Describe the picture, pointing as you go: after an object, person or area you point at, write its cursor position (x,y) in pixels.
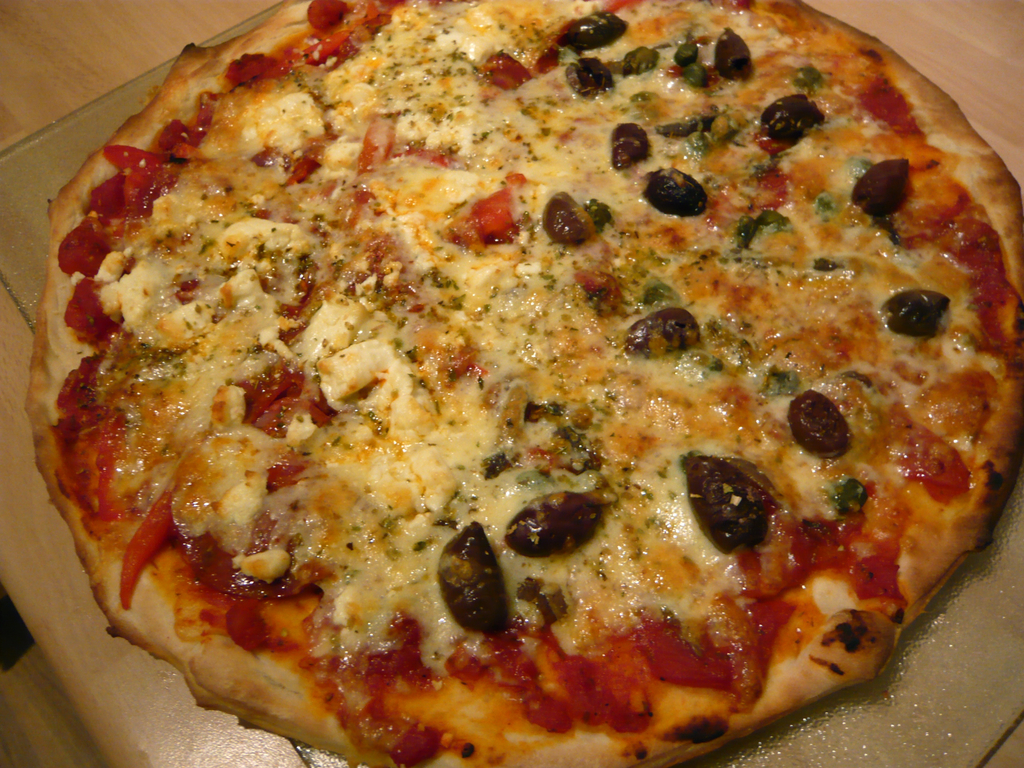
In this picture we can see a pizza (136,544) on an object (36,230) and on the pizza (285,438) there are some ingredients (368,264).
